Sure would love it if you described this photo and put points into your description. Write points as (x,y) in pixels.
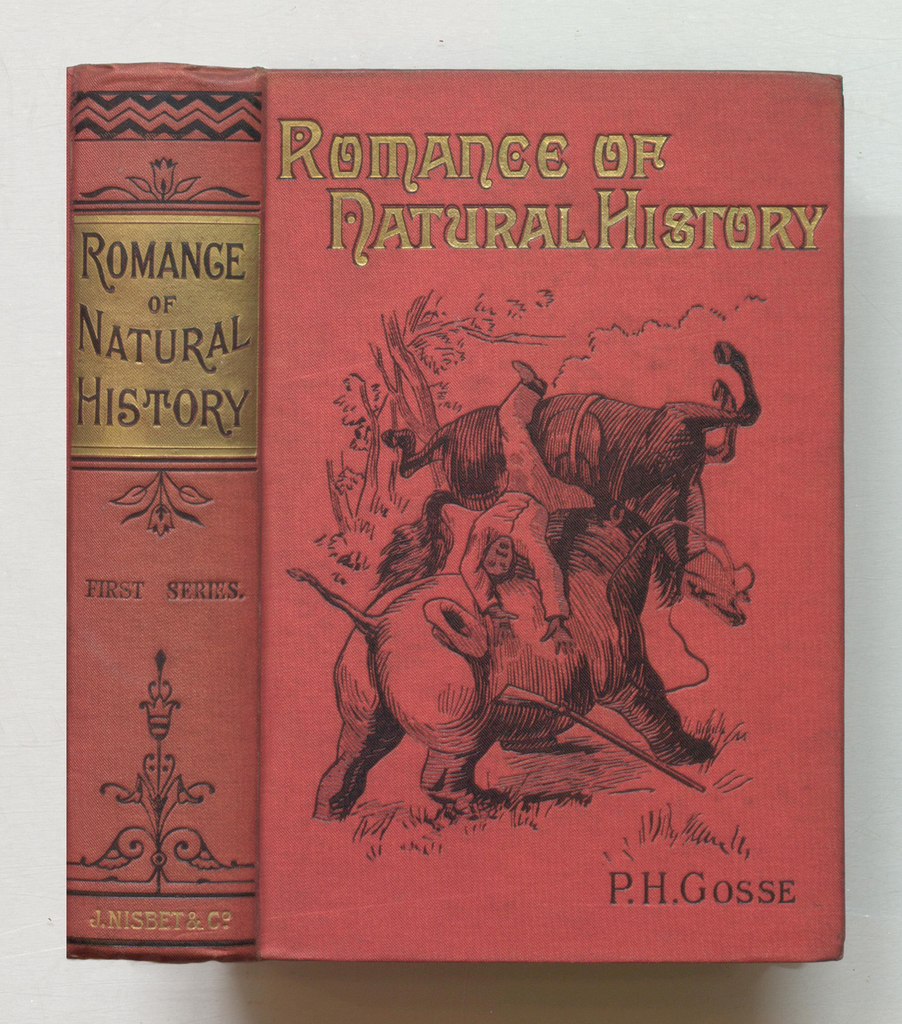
In this image there is a book (251,583). There is a rhinoceros (521,668) on the book cover (458,454).
